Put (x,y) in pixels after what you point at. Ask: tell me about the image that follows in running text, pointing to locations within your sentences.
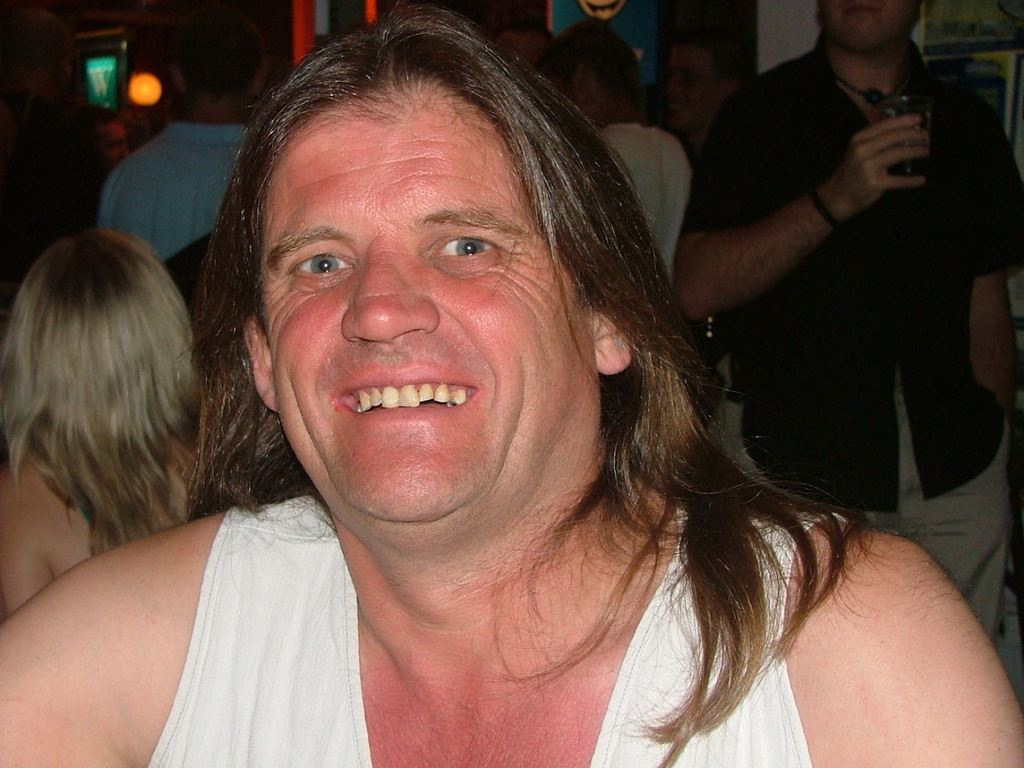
In this image there is a man (436,606) smiling. Behind him there are many people (777,232). The background (157,74) is dark. To the right (825,312) there is a man (810,291) standing and holding a glass (930,131) in his hand (884,185).
